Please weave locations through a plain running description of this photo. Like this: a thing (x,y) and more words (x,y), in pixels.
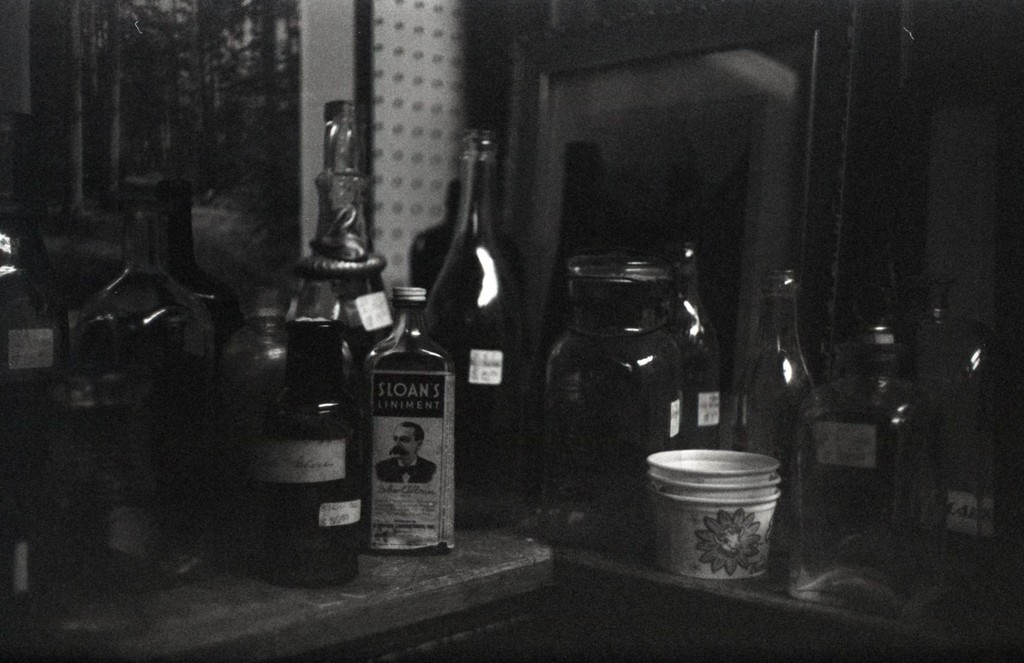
In this image I can see a bottles (418,514) and a cup (722,510) on the table (463,542). At the back side (381,87) there is a wall (345,50).
